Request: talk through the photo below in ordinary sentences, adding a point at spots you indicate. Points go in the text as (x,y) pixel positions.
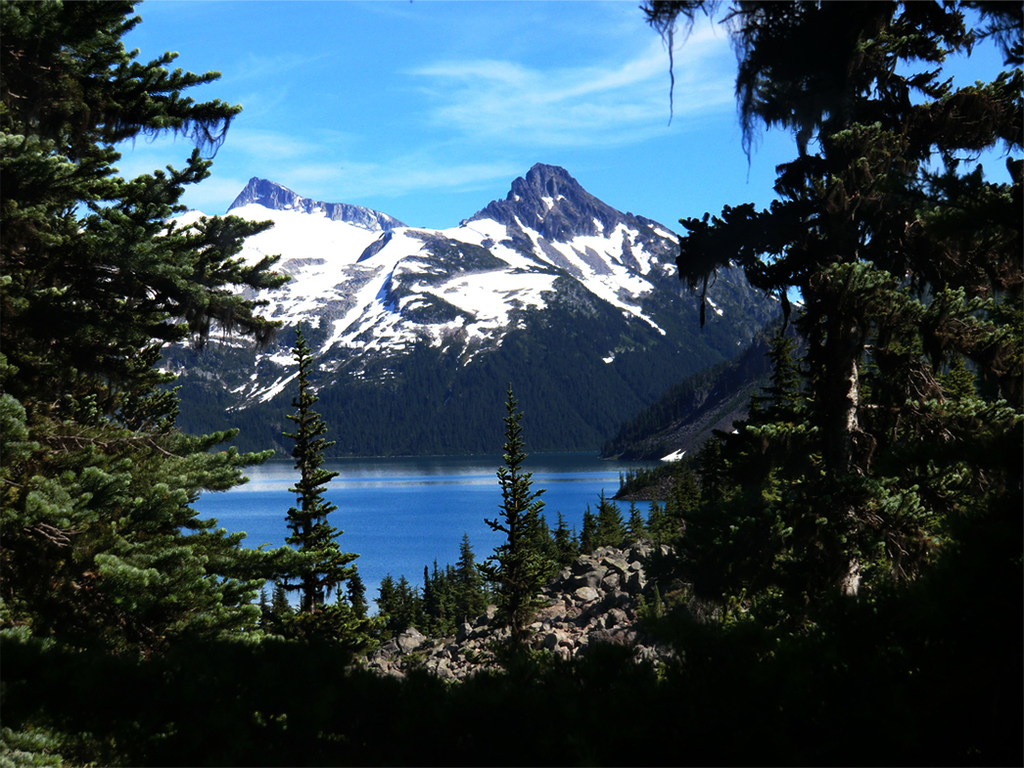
In this image we can see few mountains (446,306). There is a blue and a slightly cloudy sky (554,141) in the image. There are many trees (512,451) in the image. There are many rocks (442,648) in the image. There is a lake (405,511) in the image.
